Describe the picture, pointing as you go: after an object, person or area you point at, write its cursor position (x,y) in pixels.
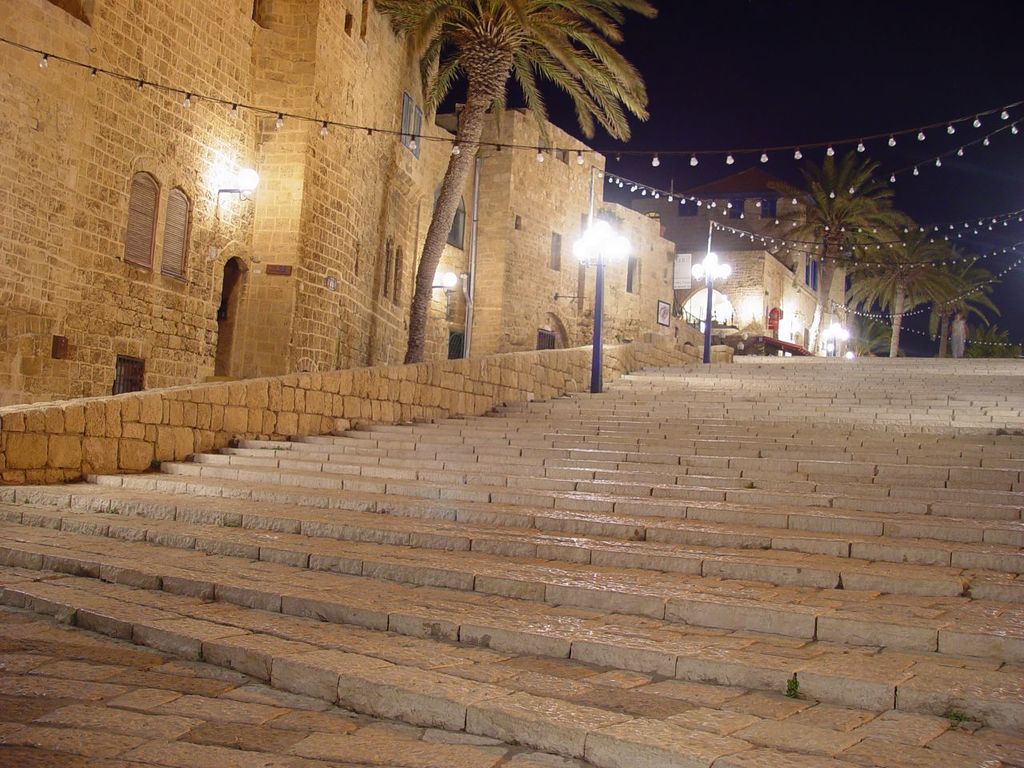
This image is taken outdoors. At the bottom of the image (362,627) there are many stairs (339,502). At the top of the image (825,116) there is a sky (825,133). On the left side of the image (160,194) there are many buildings (584,268) and houses (208,265) with walls (65,261), windows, doors (222,352), roofs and lamps (451,290). There are a few trees (943,302), poles (599,299) with street lights (710,260) and lamp ropes (753,149).
